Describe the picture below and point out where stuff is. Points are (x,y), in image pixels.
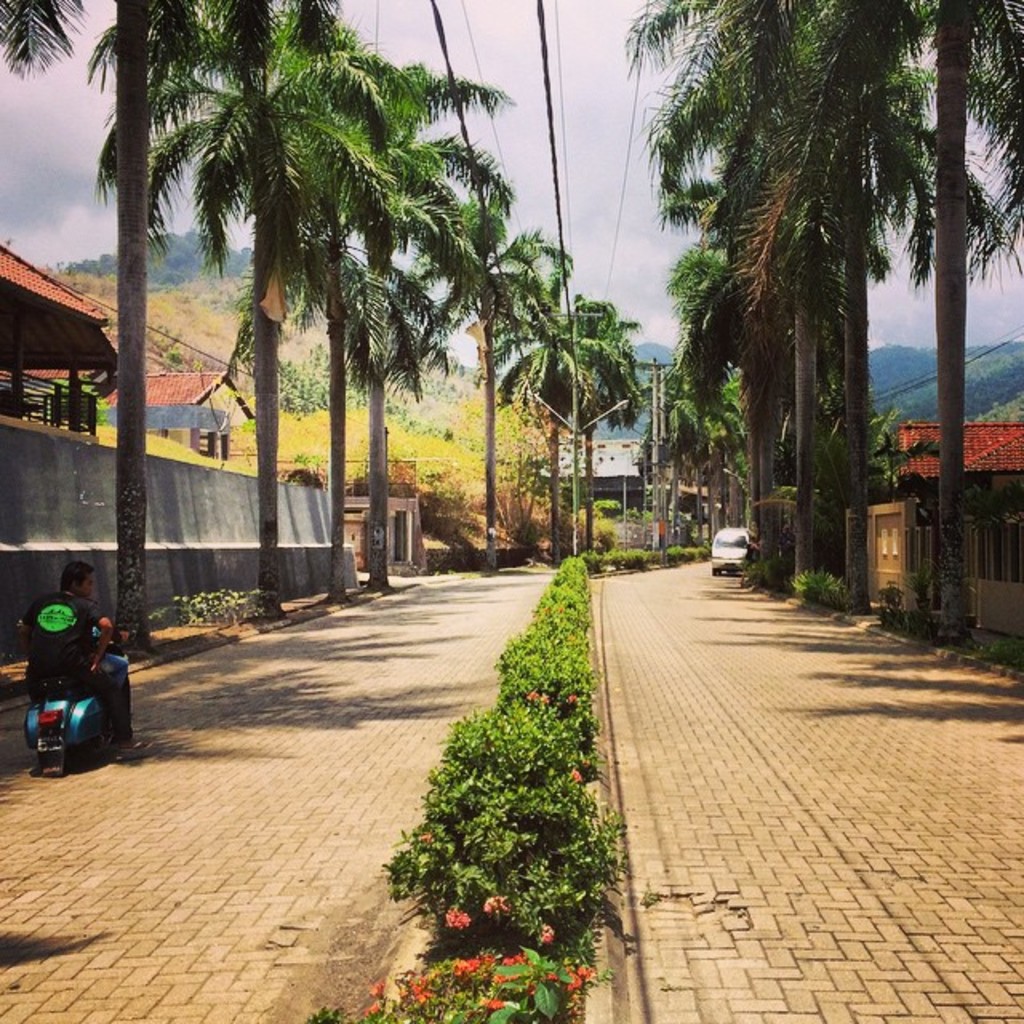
In the picture I can see plants (513,771) on the divider (619,990), I can see a scooter (53,760) on which two persons (55,624) are sitting is moving on the road (219,723) and they are on the left side of the image (94,729). On the right side of the image (787,614) we can see a vehicle (726,565) is moving on the road (729,807). On the either side of the image, we can see trees (761,409), houses (213,443), hills (1006,365), wires (629,148) and the sky (649,153) in the background (638,234).
